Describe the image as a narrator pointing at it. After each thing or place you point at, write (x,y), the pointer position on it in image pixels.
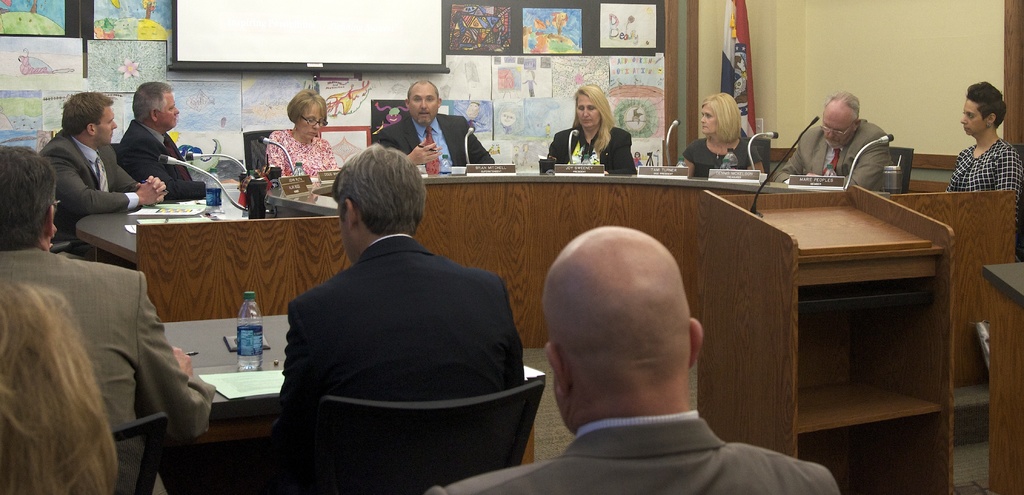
In this picture, there are many people (418,153) sitting around a table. In front of them there is a microphone (760,135). There are both men (123,178) and women (574,149) in the group (583,144). Some of them are sitting in the chair (503,462) in front of them.
